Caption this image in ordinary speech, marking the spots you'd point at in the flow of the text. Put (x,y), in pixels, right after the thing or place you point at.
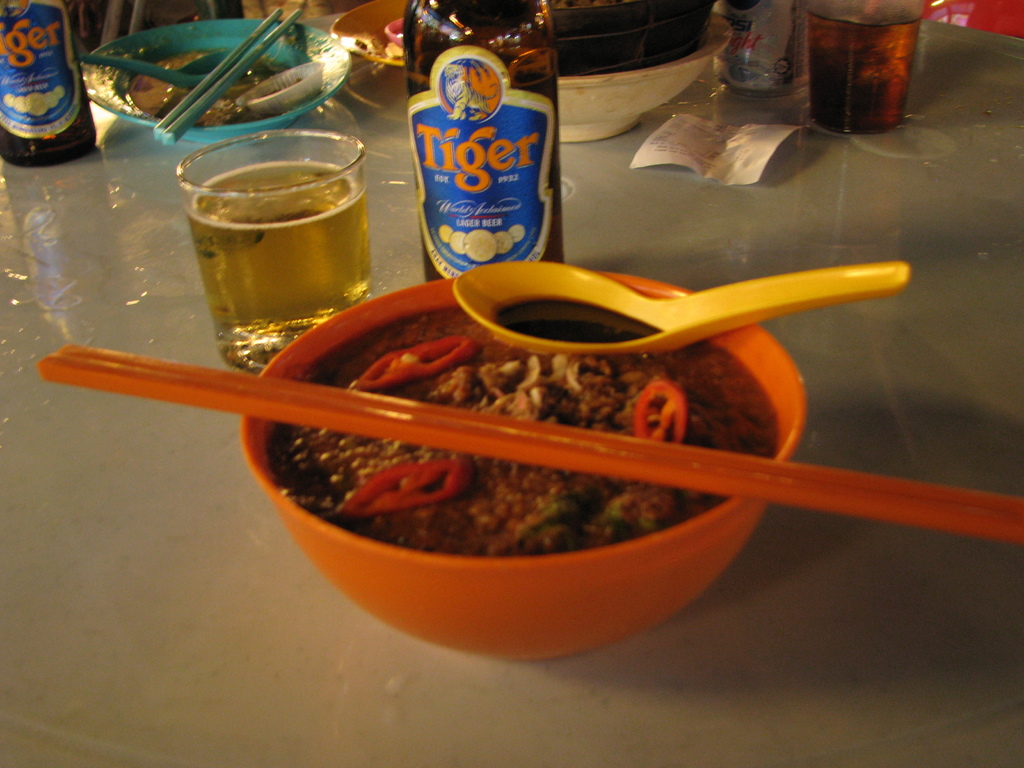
this picture shows a beer bottle (526,3) and a glass (196,177) and a bowl (360,325) of food (283,439) on the table (37,440).
